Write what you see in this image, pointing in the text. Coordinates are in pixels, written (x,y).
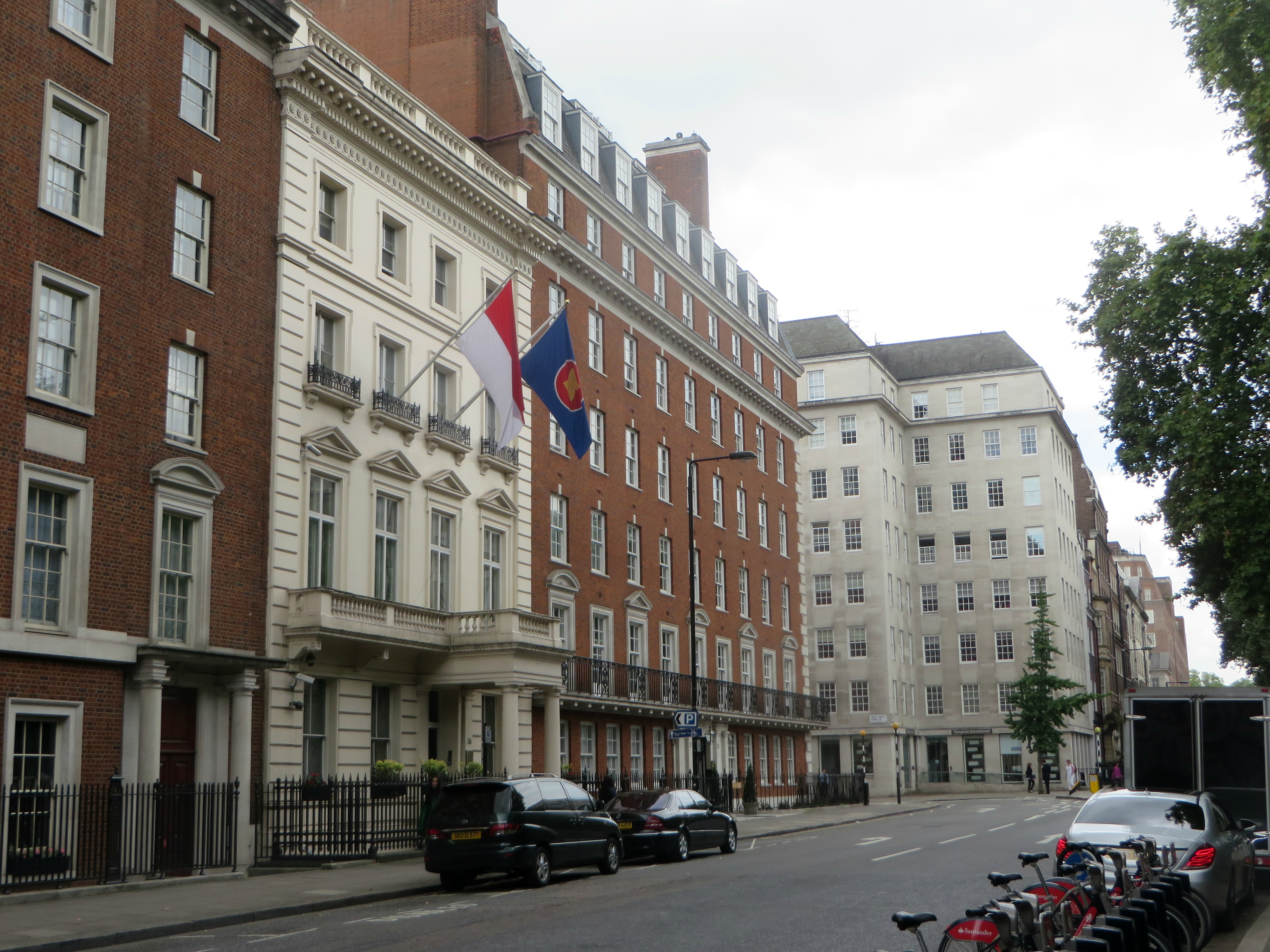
On the left side of the image (418,573) there are buildings (623,623), in front of the buildings (525,719) there are few vehicles (1165,840) and bicycles (1075,889) are parked on the road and there is a tree (1226,422). In the background (938,145) there is a sky (903,154).
